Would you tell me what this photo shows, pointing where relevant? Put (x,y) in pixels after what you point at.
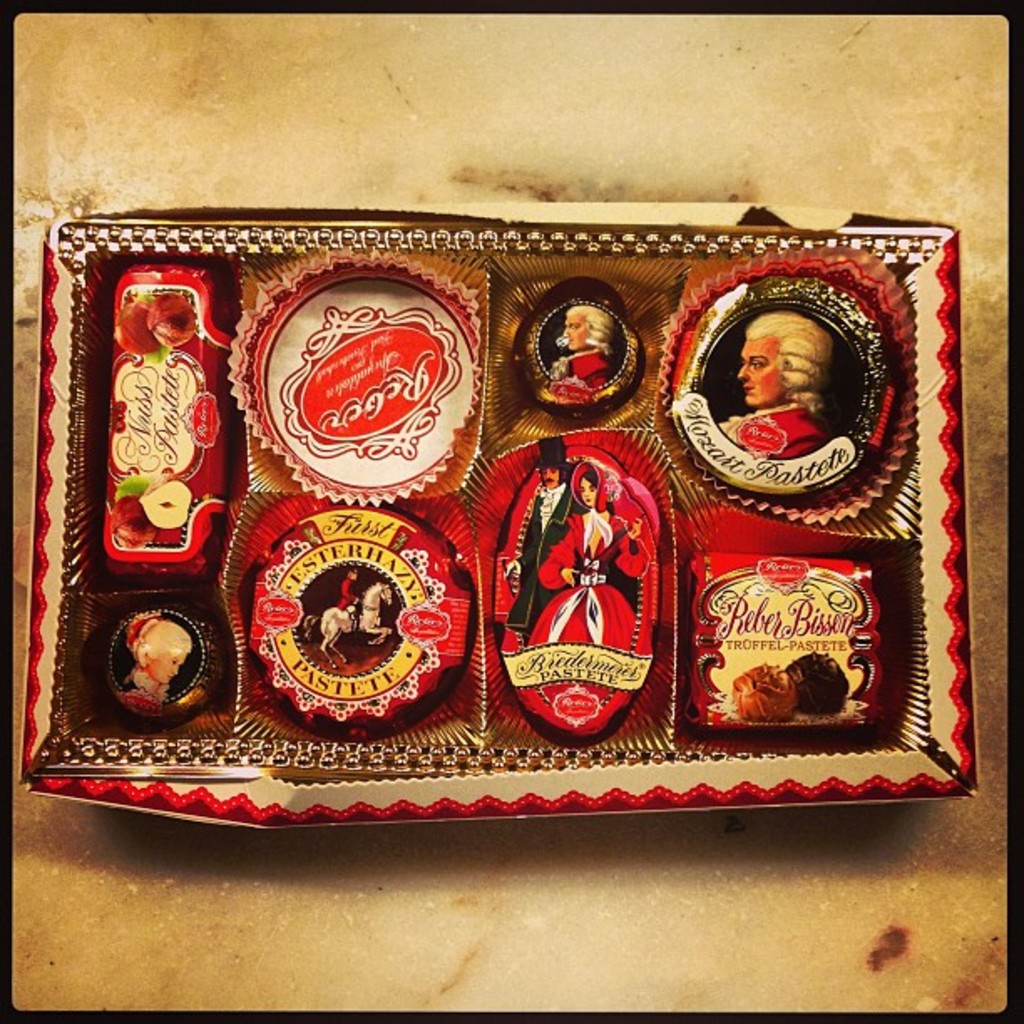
In this image we can see a box of chocolates (399,711) placed on the surface (545,978).
